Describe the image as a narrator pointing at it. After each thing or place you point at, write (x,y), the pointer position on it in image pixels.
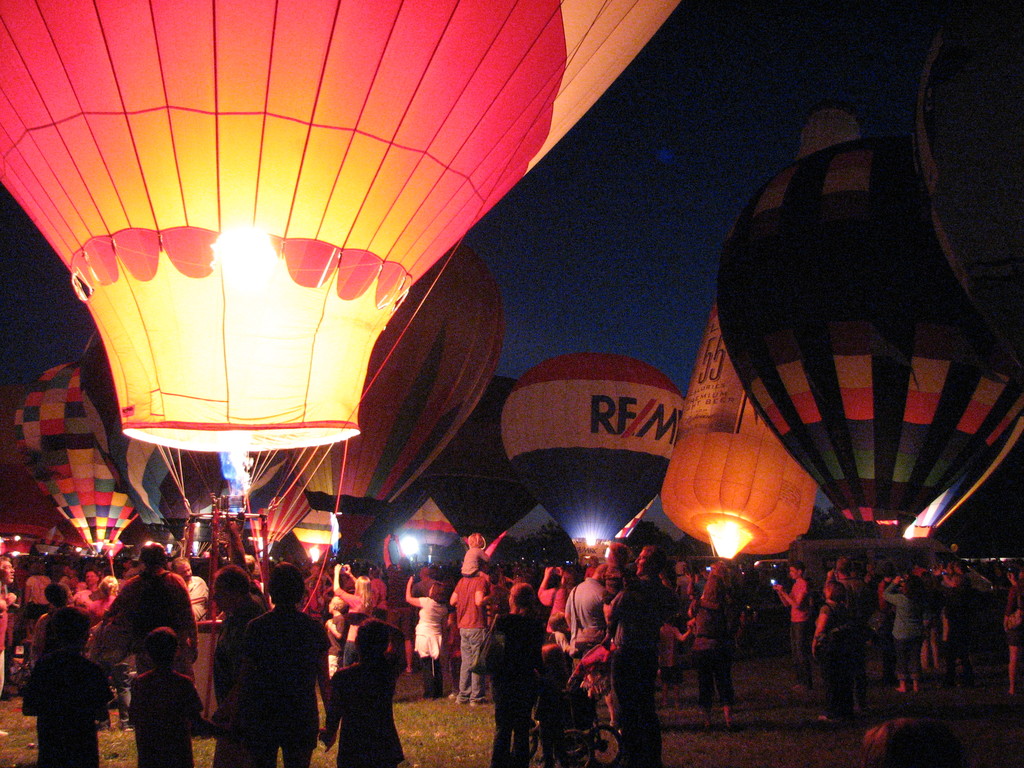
In this image there are so many people (473,625) standing on the ground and watching the hot air balloons (791,399). This image is taken during the night time. In this image we can see there are so many hot air balloons (673,393) one beside the other.
